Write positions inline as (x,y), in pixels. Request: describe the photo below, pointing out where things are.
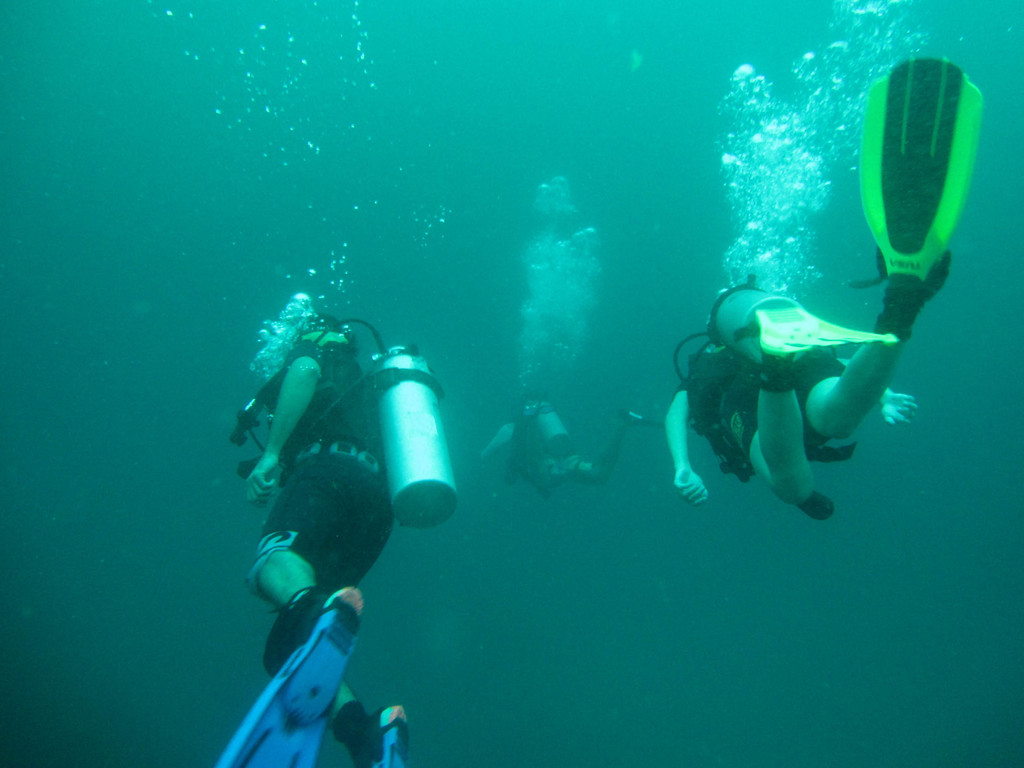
In this image few people (888,167) are doing scuba diving. They are wearing swimsuit (743,374). They are carrying cylinders (389,397) of oxygen (439,444). These are water bubbles (758,143).
